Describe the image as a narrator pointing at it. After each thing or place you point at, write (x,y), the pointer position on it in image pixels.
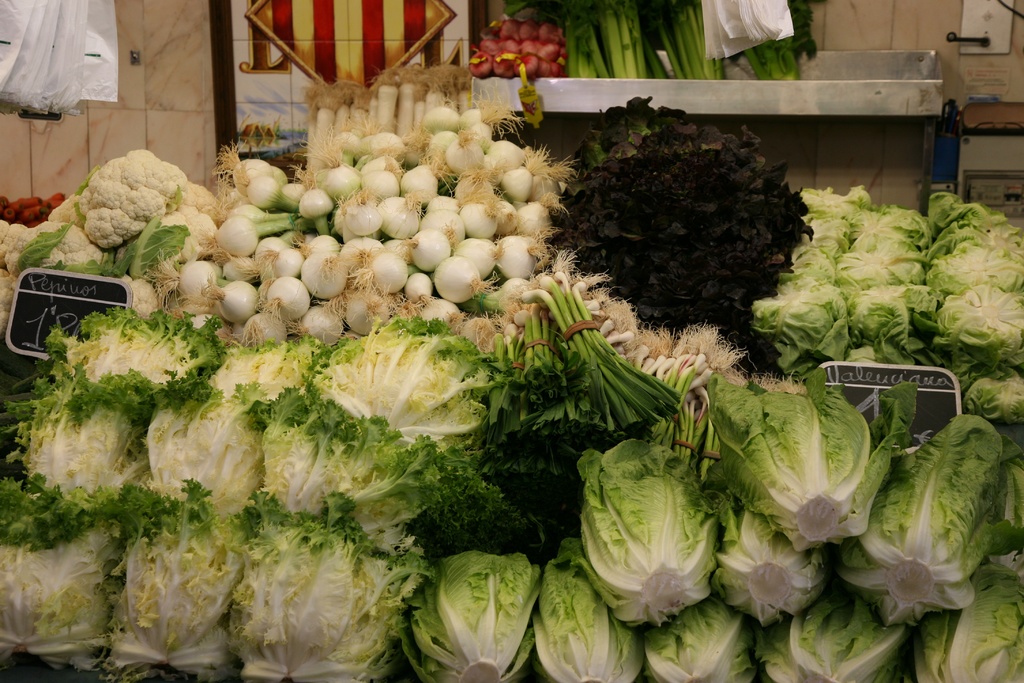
In this image we can see vegetables (703,641) like cabbage (700,608), onions (359,273), leeks (419,84) and some leafy vegetables (680,257). In the background (772,113) we can see a stand (608,84), covers (106,48) and a wall (897,27).
